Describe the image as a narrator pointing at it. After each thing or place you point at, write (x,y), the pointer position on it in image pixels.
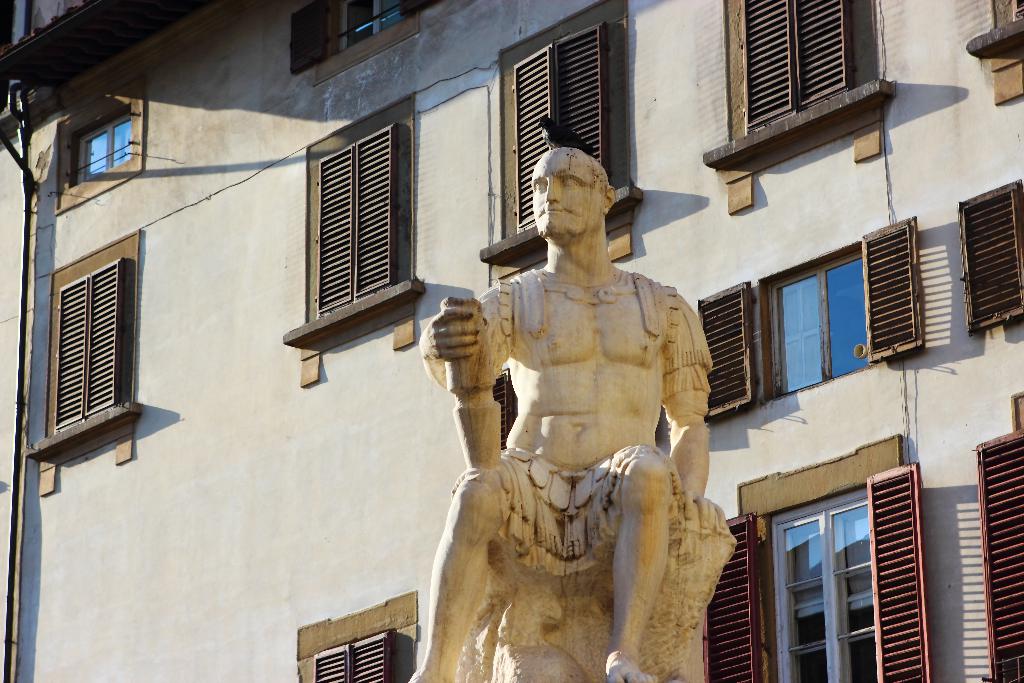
In this image there is a statue (653,454) of a person (640,449) sitting. Behind it there is a building (508,401) having few windows (771,285). On the statue (591,181) there is a bird (562,133).
